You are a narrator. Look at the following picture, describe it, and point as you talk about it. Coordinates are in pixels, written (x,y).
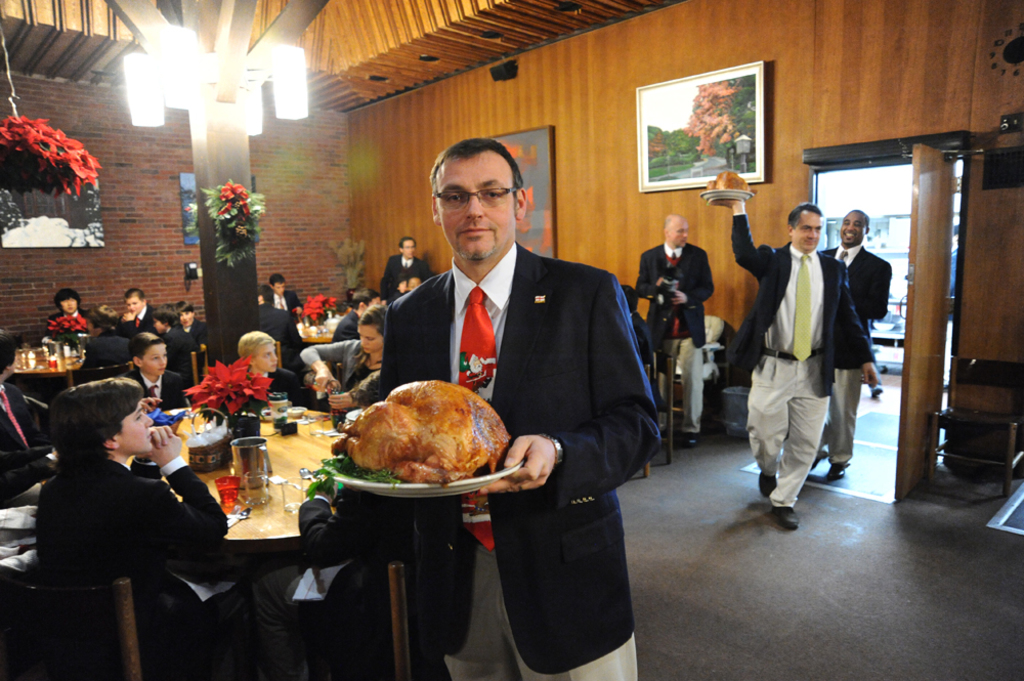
In this picture I can see few people (133,432) are sitting in the chairs (70,377) and I can see glasses (253,485), flower pots (224,398) and jugs (252,467) on the tables (271,496) and I can see few photo frames (642,154) on the wall (558,116) and I can see a man (480,278) standing and holding meat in the plate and I can see another man (778,341) walking and holding a plate (727,195) with meat (724,177) in his hand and I can see few lights (176,84) on the ceiling (315,83) and looks like a plant (350,254) in the back (346,274).
